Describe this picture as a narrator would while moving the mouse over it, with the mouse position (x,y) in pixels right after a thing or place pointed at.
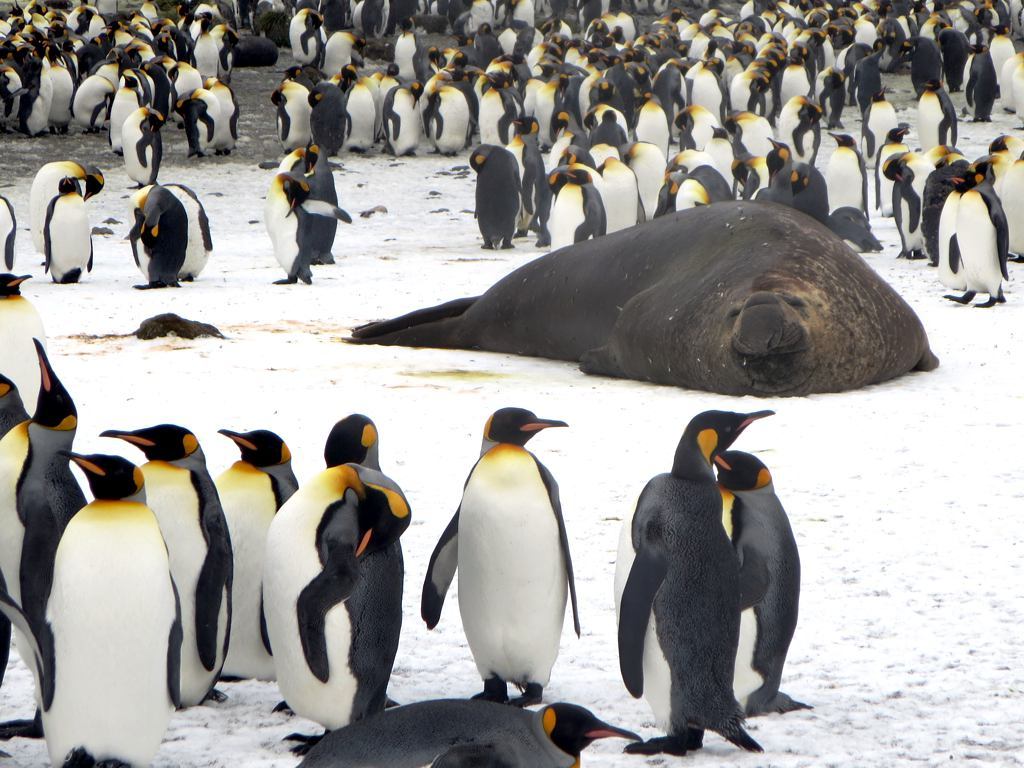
In this picture we can see a group of penguins (517,650) and a seal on the ground (583,654).
